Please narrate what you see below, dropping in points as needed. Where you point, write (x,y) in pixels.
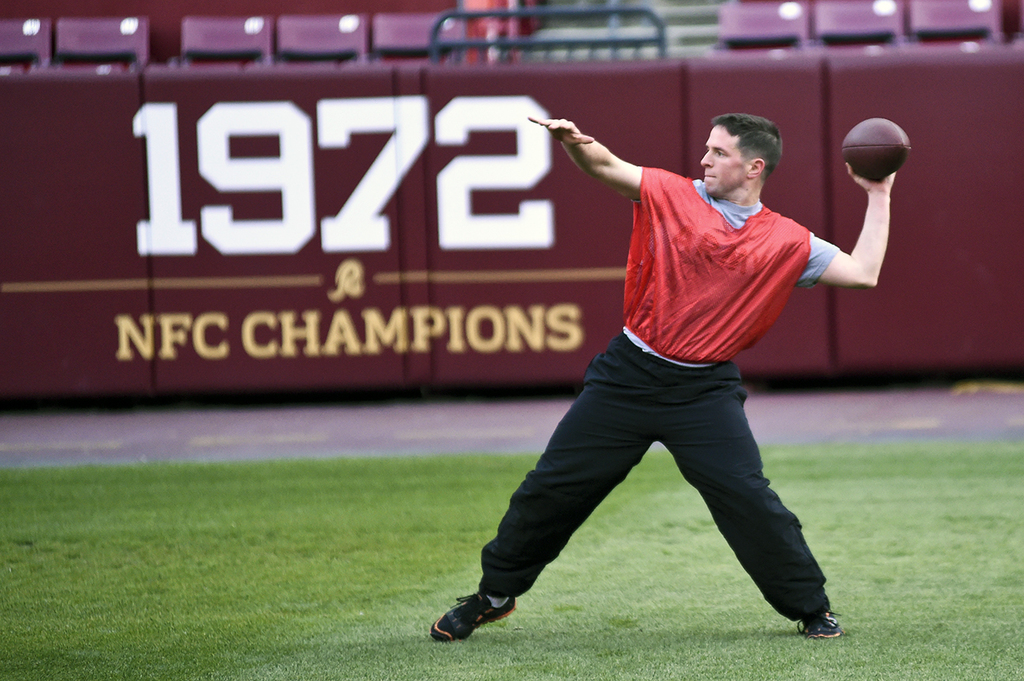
In this image, we can see a man (732,410) standing on the grass (595,589), he is holding a football (878,142), in the background (47,373), we can see a wall (536,250) and there are some chairs (924,40).
